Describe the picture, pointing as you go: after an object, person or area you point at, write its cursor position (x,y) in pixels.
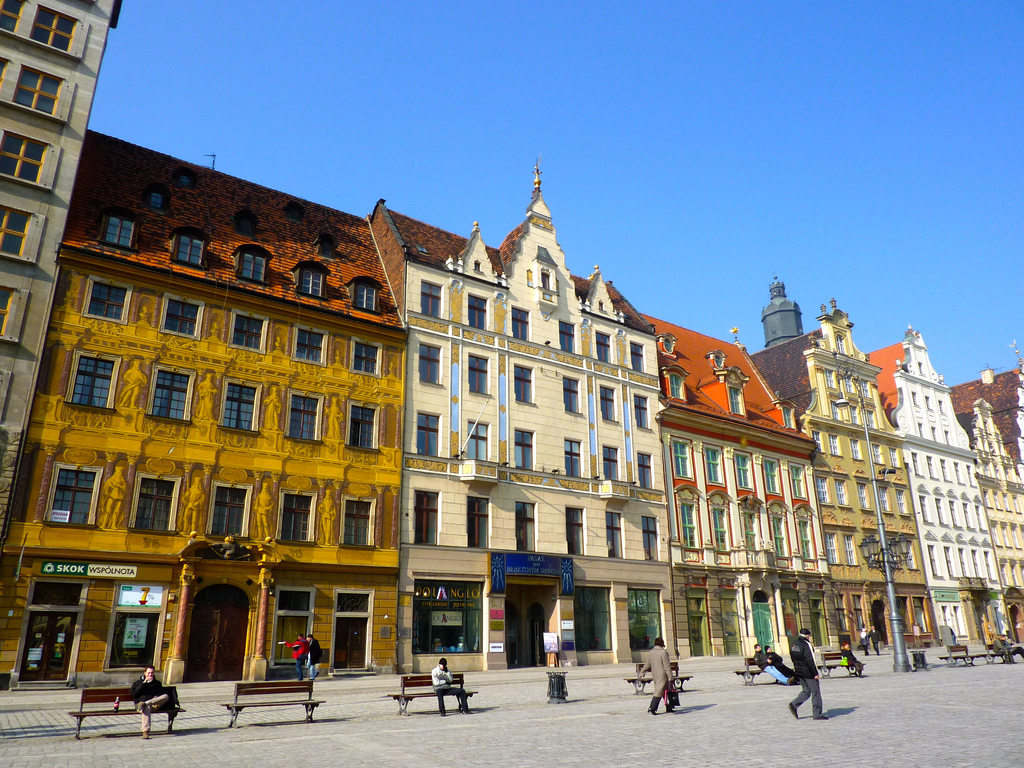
This image is taken outdoors. At the top of the image (354,84) there is a sky (700,95). At the bottom of the image (467,738) there is a road (556,729). In the middle of the image (461,385) there are a few buildings (446,438) with walls (629,522), windows (151,627), doors (230,626) and roofs (784,397). There are a few carvings (112,490) and sculptures (276,399) on the walls (877,420). There is a street light (902,656). A few people (797,669) are walking on the road (732,675) and a few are sitting on the benches (415,681). There are a few boards (142,595) with text (467,605) on them.
